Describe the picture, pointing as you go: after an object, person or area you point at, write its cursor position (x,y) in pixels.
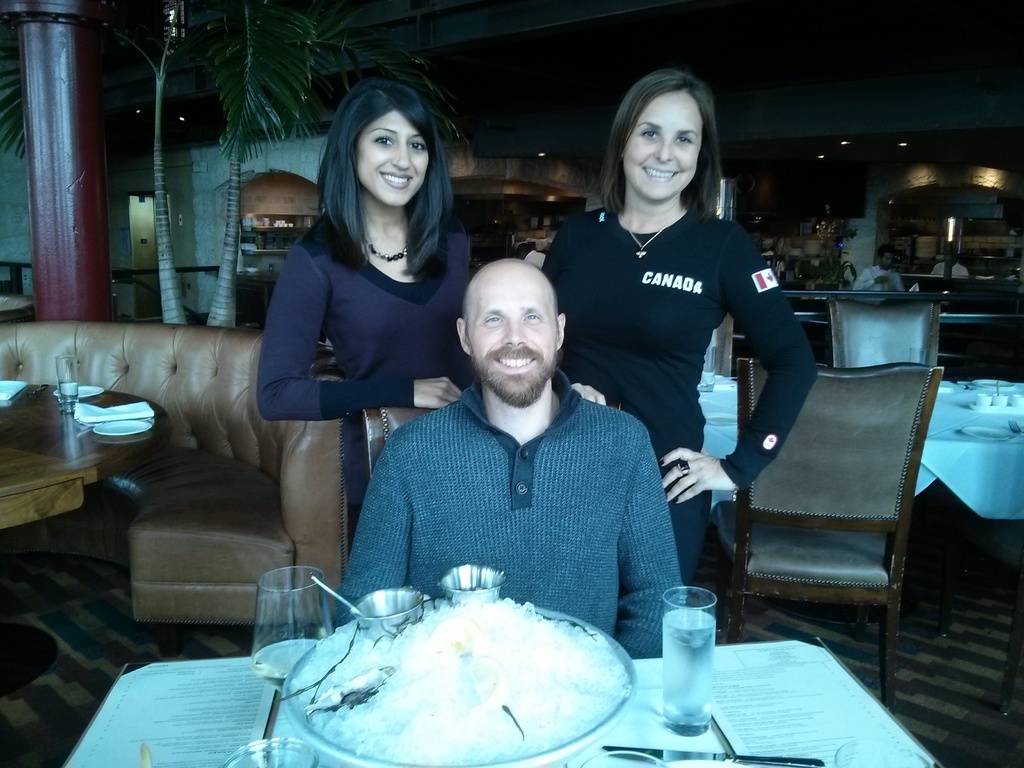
This Image is clicked in a restaurant (748,68). There are so many tables (953,474) and chairs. There is a sofa (255,575) left side (200,409), there is a tree (314,27) left side (228,245), there are three people (548,305) two are women (366,286) and one is man (598,415). Two women (577,230) are standing and man (612,477) is sitting. There is a bowl (522,616), glasses (302,646), knife (817,767) and papers (844,724) on table (674,747). There is a light (956,221) right side.
